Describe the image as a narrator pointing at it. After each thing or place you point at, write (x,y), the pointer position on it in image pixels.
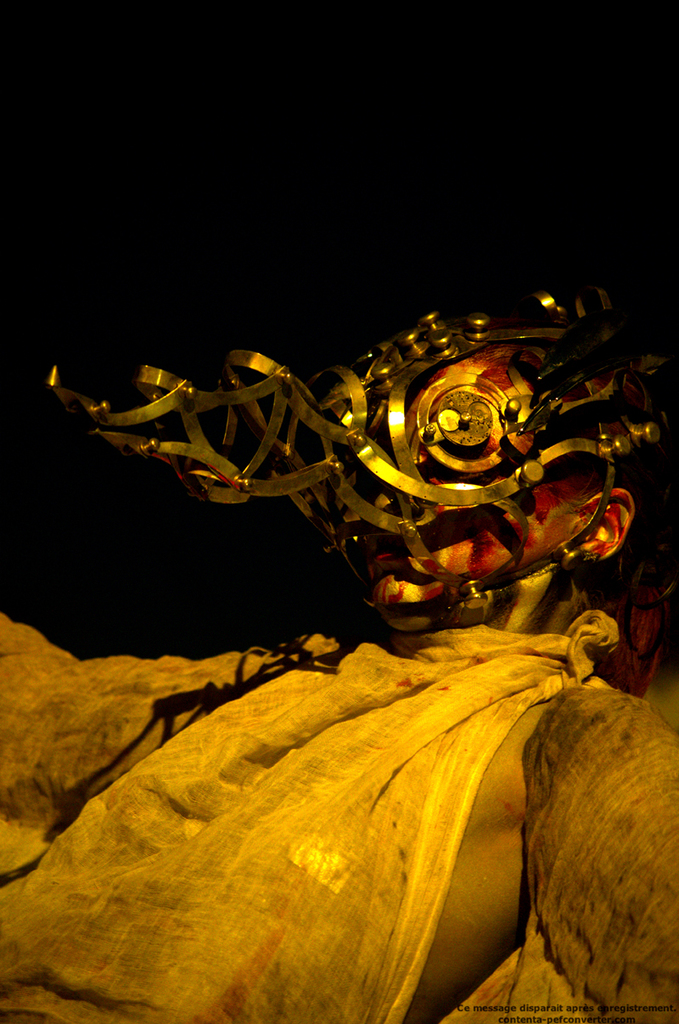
In this picture we can see a person (268,701), and we can find a mask (439,419) on the face (439,470).
